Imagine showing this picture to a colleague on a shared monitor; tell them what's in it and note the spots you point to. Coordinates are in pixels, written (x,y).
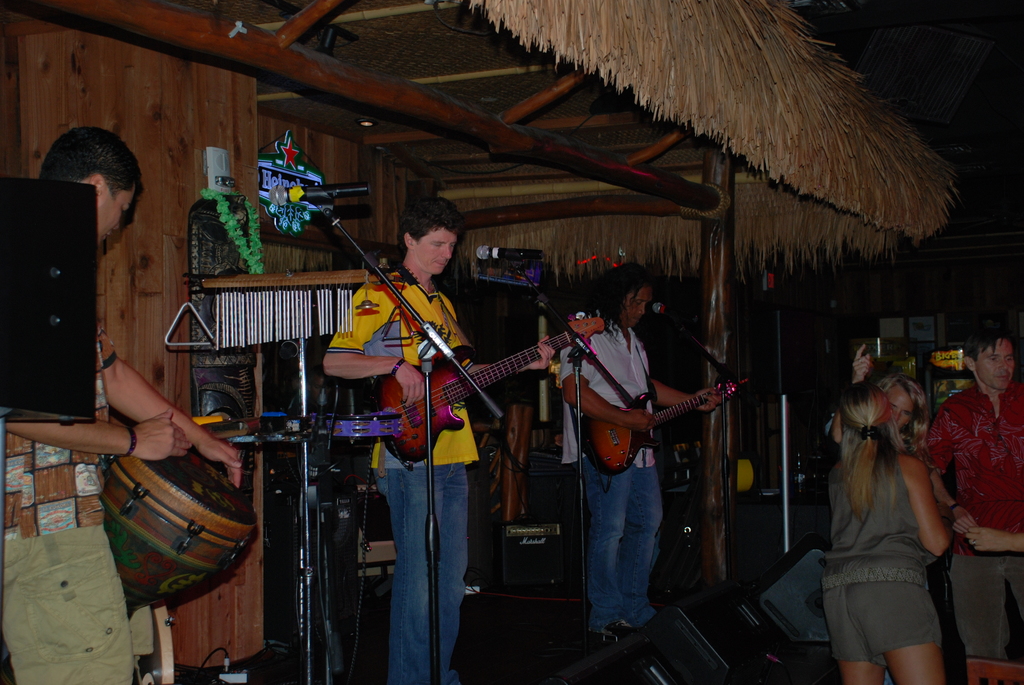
There are two men (599,378) on stage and playing guitar (405,404) in front of them there is a mic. There is a man (153,443) to the left corner (78,480). He playing drums (166,508). In front of them there are some people (924,457) dancing. On the top (619,61) there is a roof (691,69) with some leaves (766,103).
